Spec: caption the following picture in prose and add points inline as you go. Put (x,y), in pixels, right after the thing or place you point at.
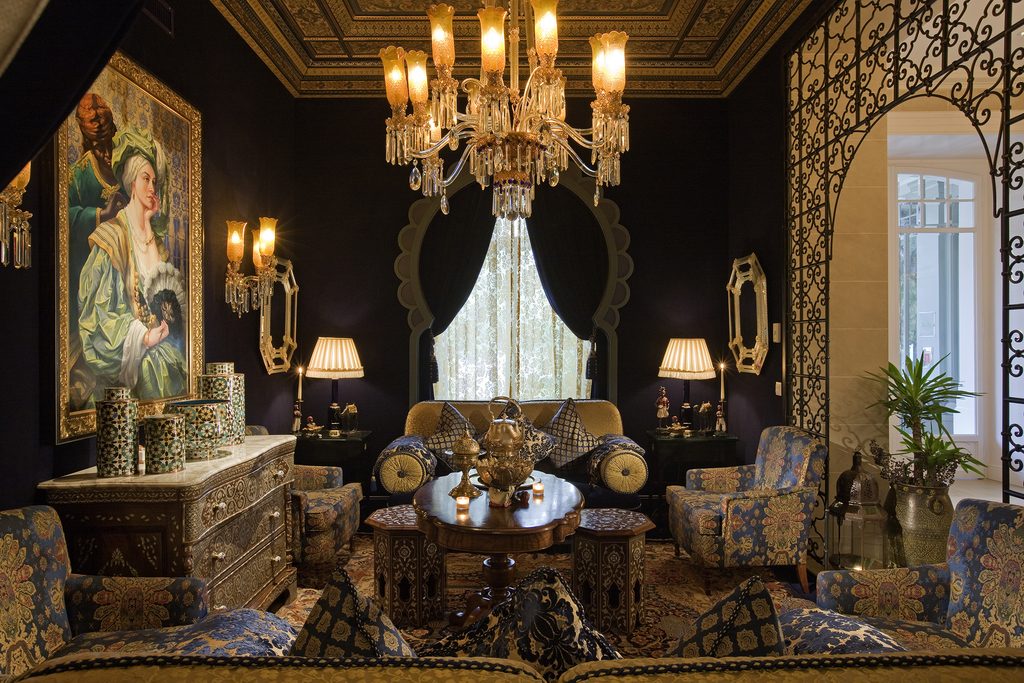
This picture is taken in the room (409,263), There are some sofas (766,519) there is a table (555,531) on that table (504,528) there are some objects (483,473) kept and in the left side (190,565) there is a wooden box (200,512) and there are some objects (165,420), There is a poster (68,140) of woman (109,267), In the top (455,130) there is a object (491,112) hanging on the roof (470,64) there are some lights (617,70) in yellow color, In the background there is a black color curtain (588,218) and in the right side (800,382) there is a fence (808,413) which is in black color and there is a green color plant (939,433).
